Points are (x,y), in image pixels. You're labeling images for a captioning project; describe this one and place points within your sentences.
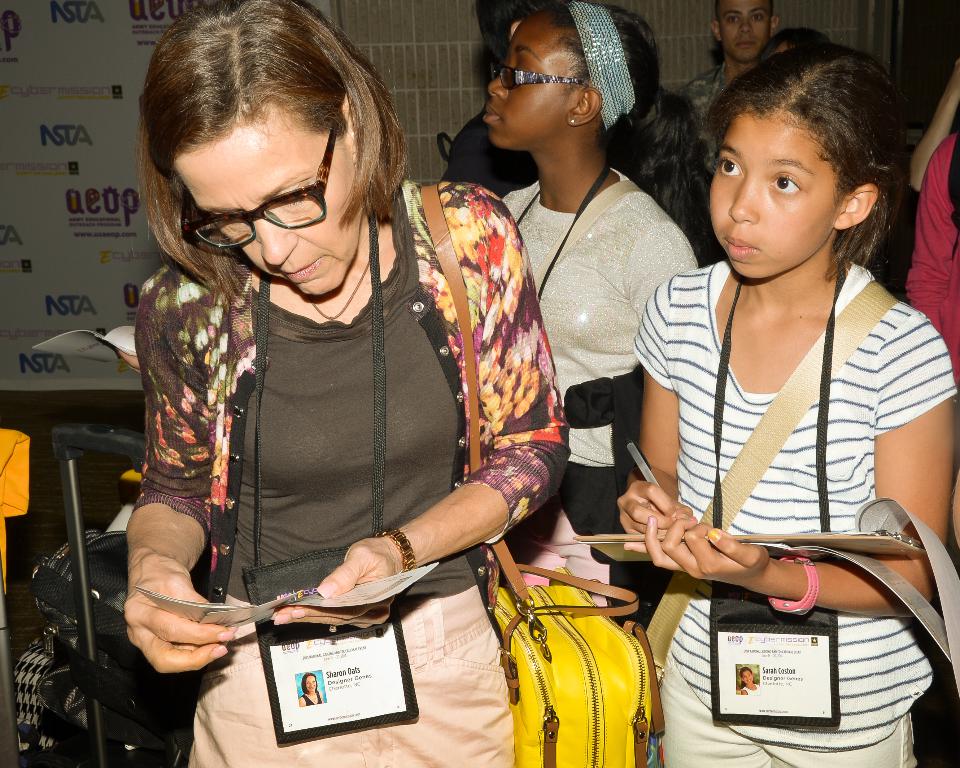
In this image we can find group of peoples (667,202) on the left side of image (265,372) one women (193,418) looking at the paper (310,600) and she holds a bag (551,652) the right side of the image (724,347) the girl (715,373) writing something on the paper (620,550), we can see some baggage (134,661) here.
